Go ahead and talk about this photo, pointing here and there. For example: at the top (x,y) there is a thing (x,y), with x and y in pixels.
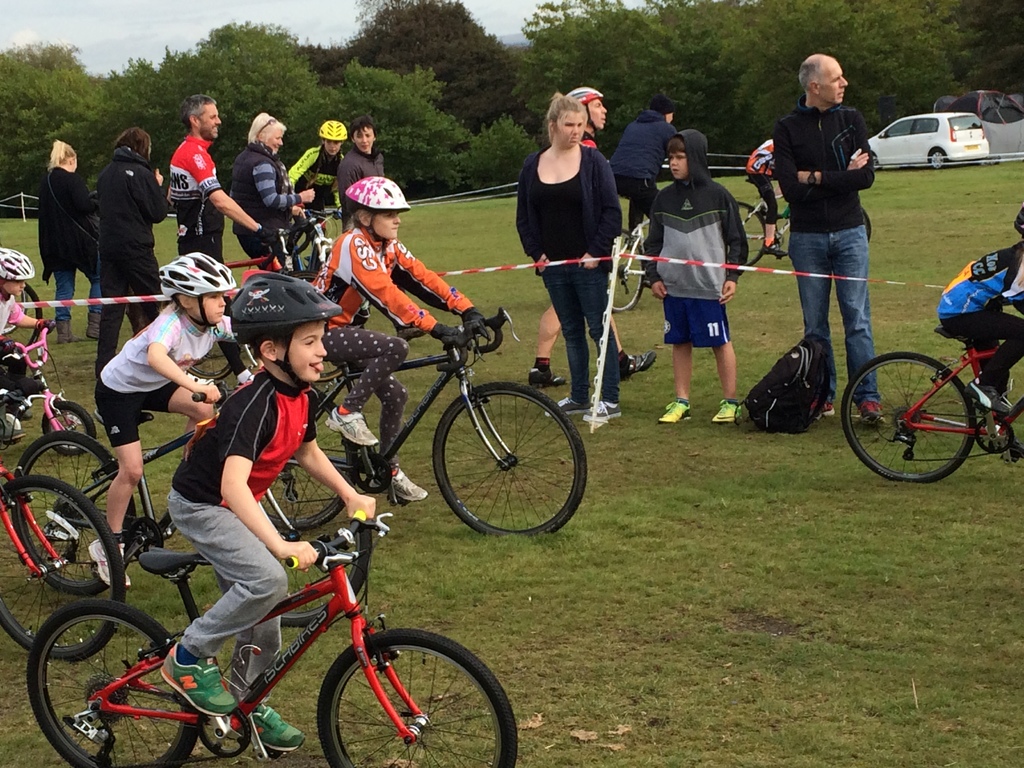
In this image we can see kids (305,547) riding bicycles (319,547) and there are people (647,140) standing. There is a bag (773,417). In the background (912,153) there is a car (964,149), trees (464,102), fence (1023,155) and sky (204,15). At the bottom (676,659) there is grass (781,628).
